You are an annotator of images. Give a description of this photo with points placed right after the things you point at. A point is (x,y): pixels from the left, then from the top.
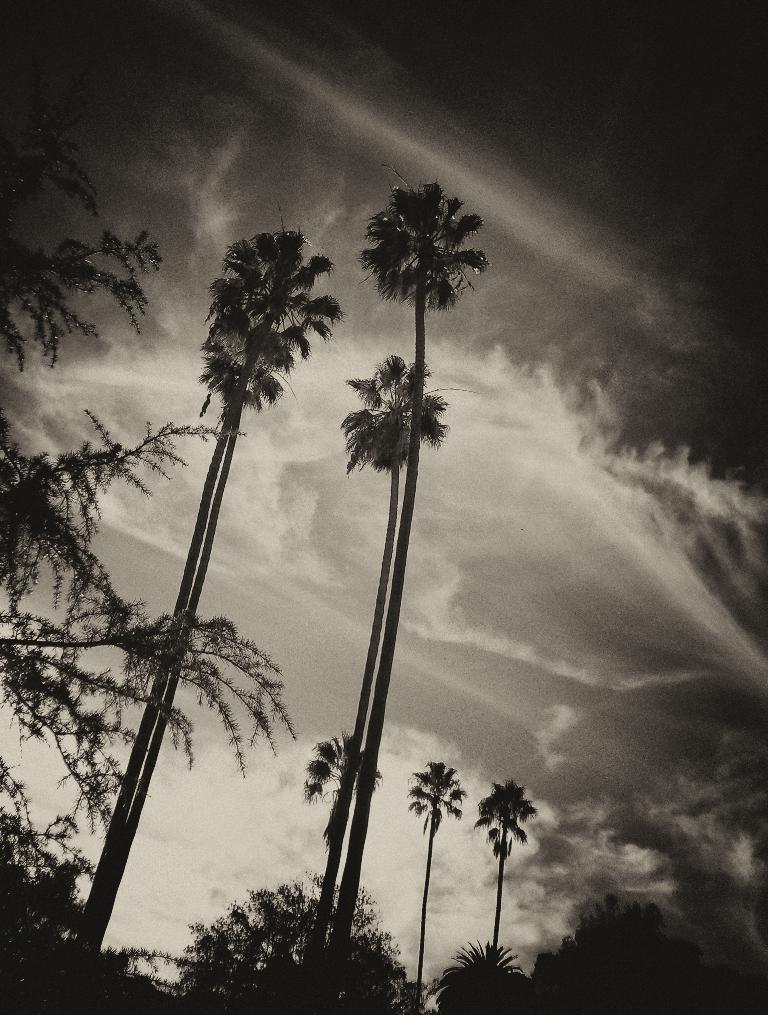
In the picture I can see trees (117,298). In the background (470,451) I can see the sky (483,420). This picture is black and white in color.
